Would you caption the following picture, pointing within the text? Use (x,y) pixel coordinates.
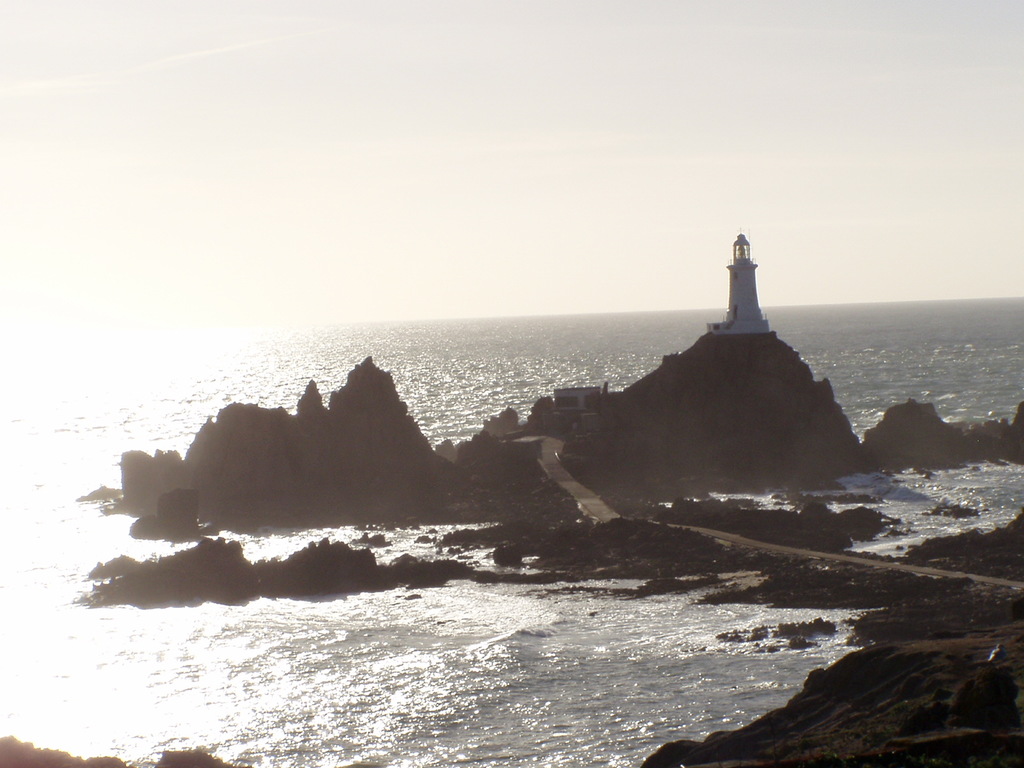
In the image we can see there is a light house (748,288) on the hill (700,469) and there are rock hills (405,524). Behind there is an ocean (225,387) and the sky (286,240) is clear.
